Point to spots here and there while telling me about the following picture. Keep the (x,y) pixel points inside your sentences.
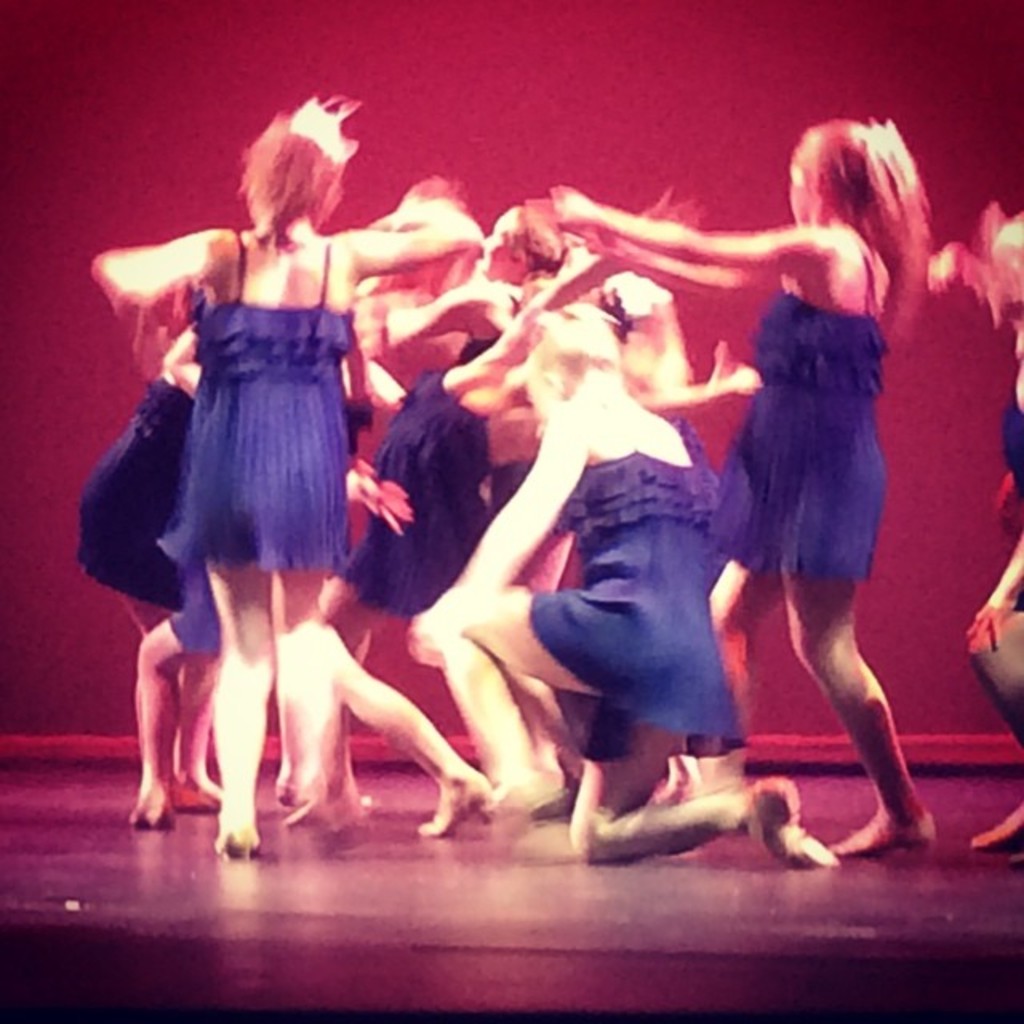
Here in this picture we can see a group of women (409,322) dancing on a stage (53,891).
